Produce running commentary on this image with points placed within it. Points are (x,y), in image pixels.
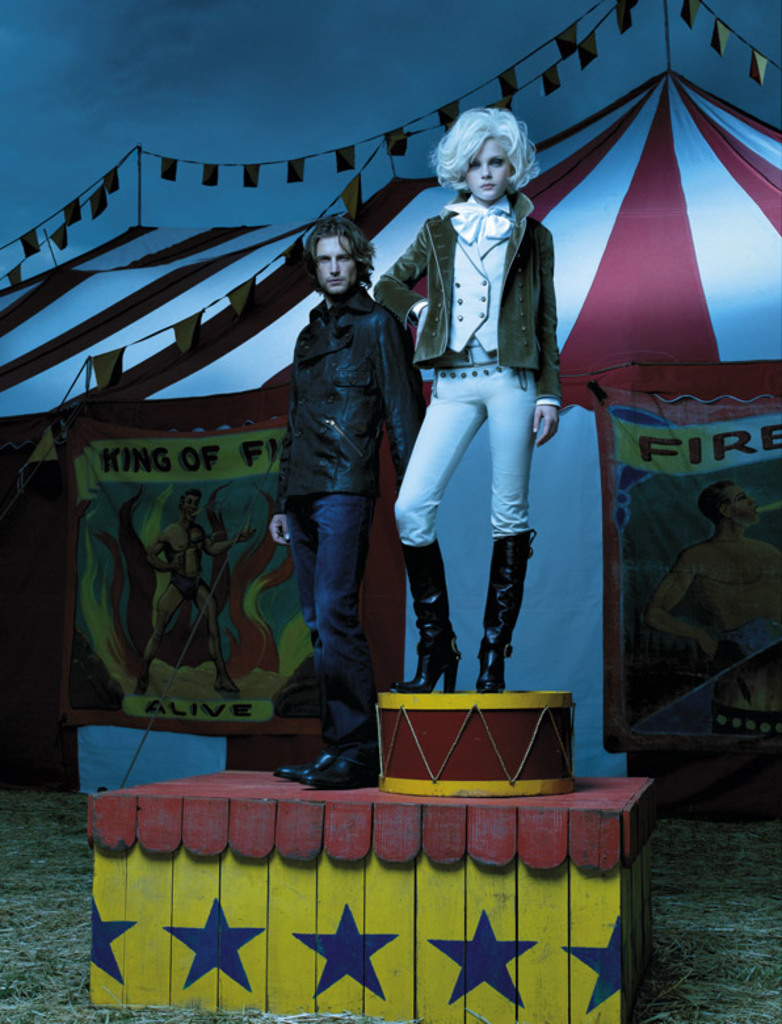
In the image a man (332,480) is standing on a floor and a lady (447,277) is standing on a musical instrument (506,697). There is a tent (680,274) behind the two persons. There is a cloudy sky (286,112) in the image.
